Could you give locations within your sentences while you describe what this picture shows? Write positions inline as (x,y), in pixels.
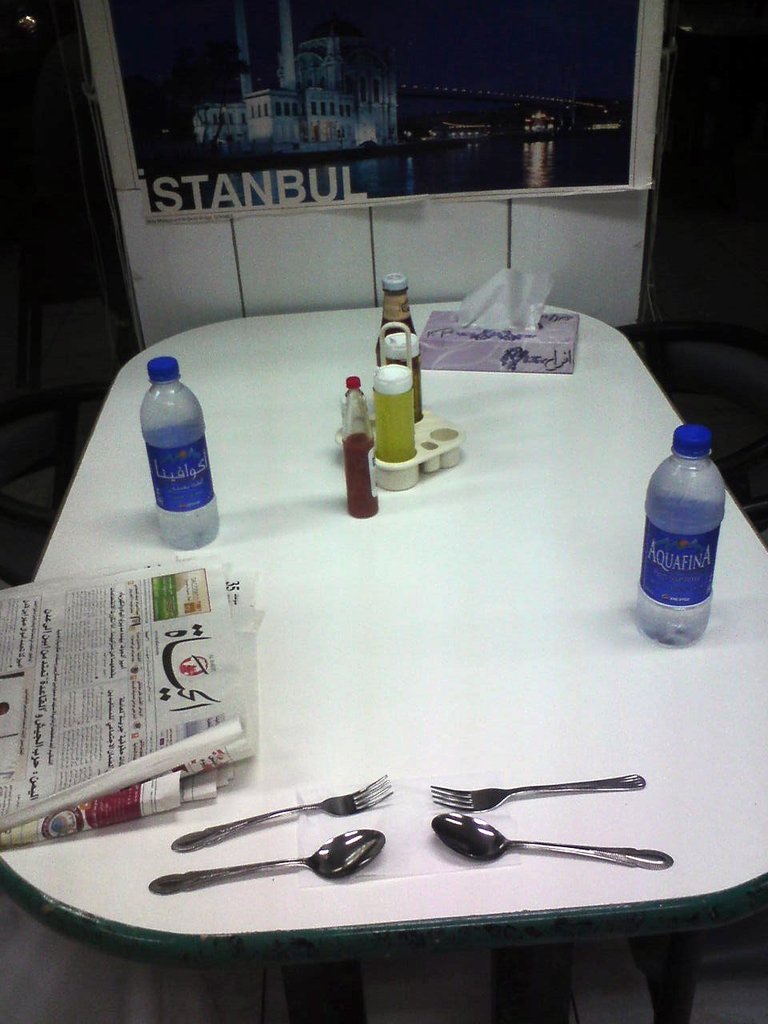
Here we can see a table (54,886) and bottles (187,458) present on it and there is a newspaper (179,789) present on it there is a spoon (340,844) and fork (356,799) present on it and in front of it there is a poster (121,56) of Istanbul.
